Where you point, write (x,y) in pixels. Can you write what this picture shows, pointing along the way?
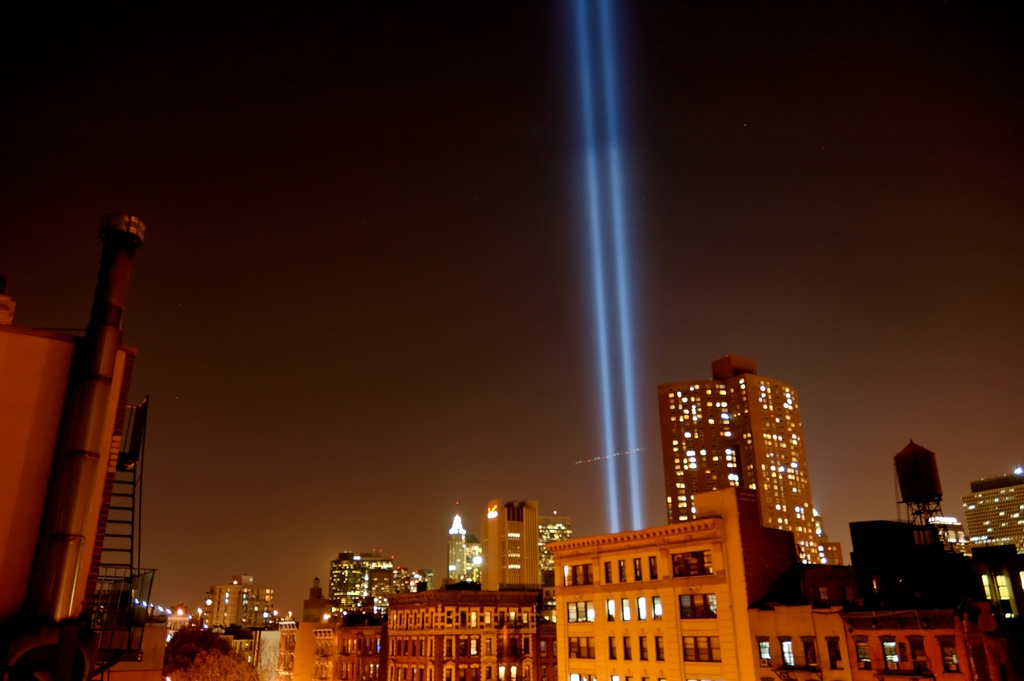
There are some buildings (543,548) at the bottom of this image (629,595) and there is a light focus (618,248) as we can see in the middle of this image (613,286), and there is a sky (324,194) in the background (411,217).
